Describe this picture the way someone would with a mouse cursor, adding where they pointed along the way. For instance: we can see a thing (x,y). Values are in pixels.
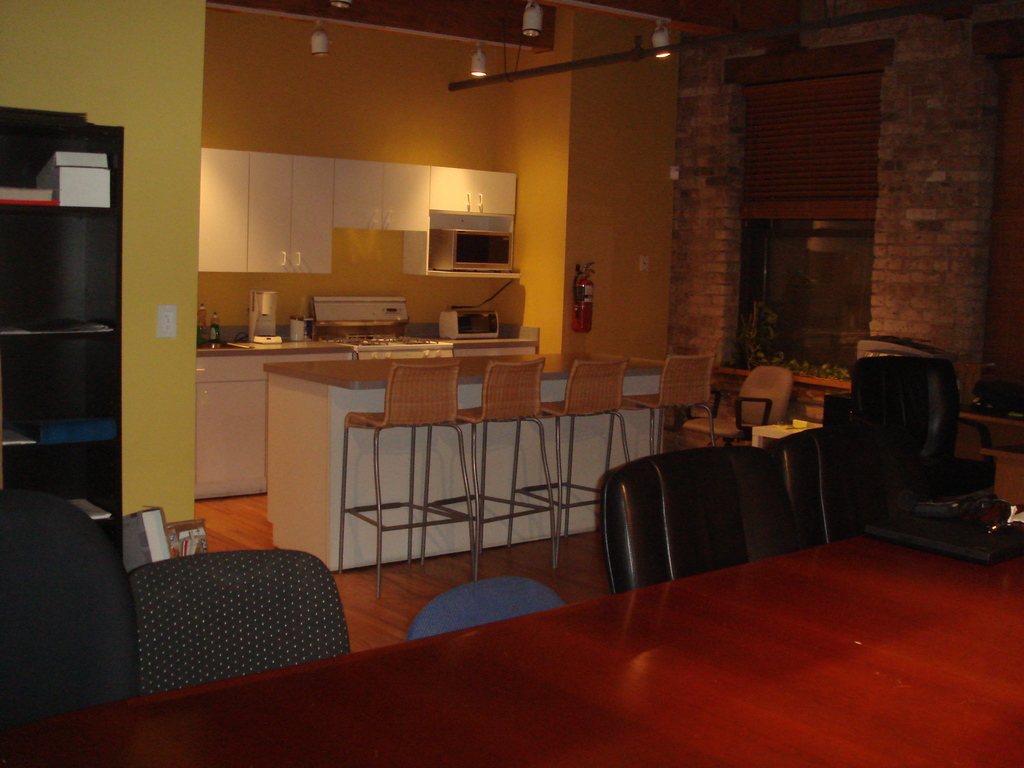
This picture shows an inner view of a house (25,105), We see table (1015,713) and chairs (641,479) and a shelf (115,170) with box (79,182) and we see gas stove (386,331) and few cupboards (409,255) and a oven (481,231) and we see few bottles (214,329) on the counter top (225,350) and we see a fire extinguisher (581,313) to the wall (611,314) and lights (537,7) to the ceiling (522,40) and we see blinds (795,184) to the window (811,282).
